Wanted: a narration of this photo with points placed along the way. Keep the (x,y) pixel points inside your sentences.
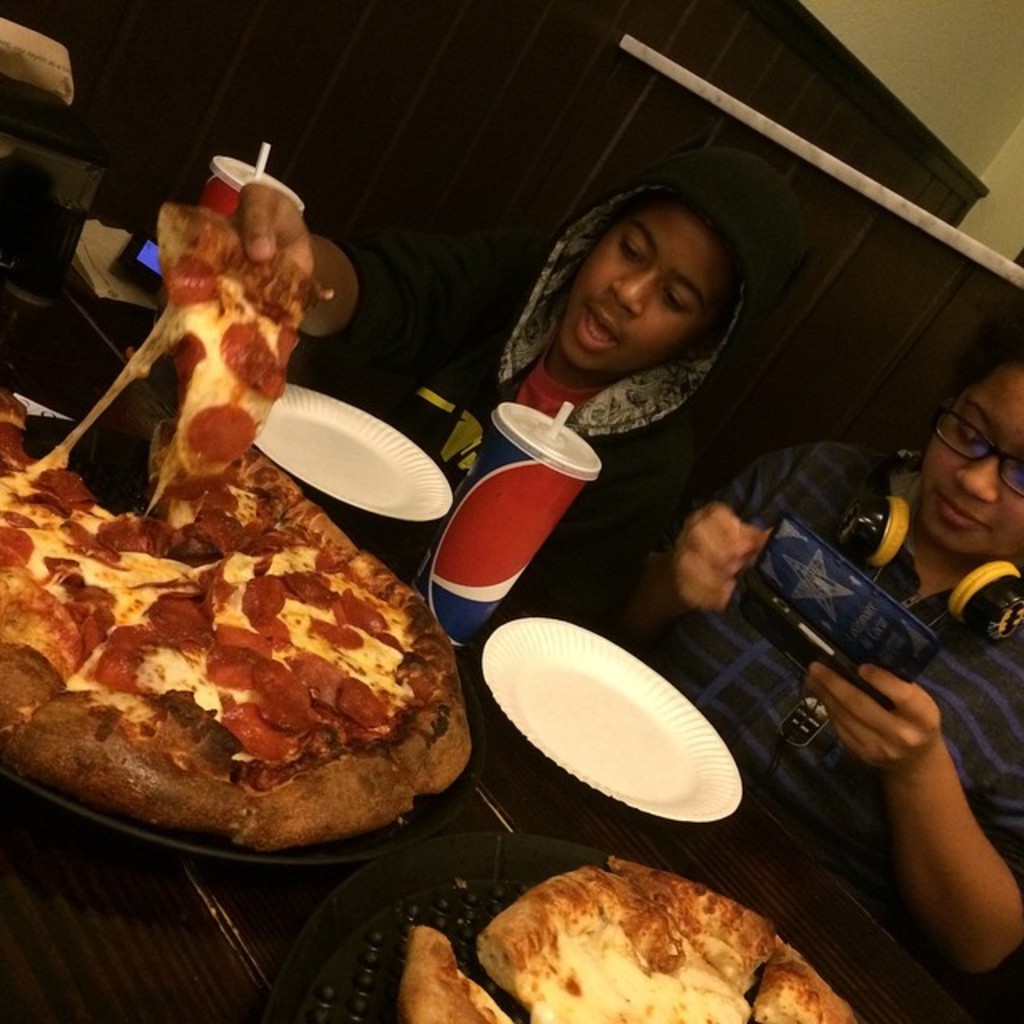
In this image there are two people (1012,732) one person (424,406) is holding pizza (240,377), and one person (892,714) is holding a mobile phone (860,651) and there is one headset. And in front of them there are two plates (404,823), in the plates (404,823) there is pizza (530,908) and on the table (456,655) there are cups (479,483), plates (673,720), papers (114,264) and some objects (77,124). And in the background (523,81) there is wall (817,128) and some stick (876,185).
